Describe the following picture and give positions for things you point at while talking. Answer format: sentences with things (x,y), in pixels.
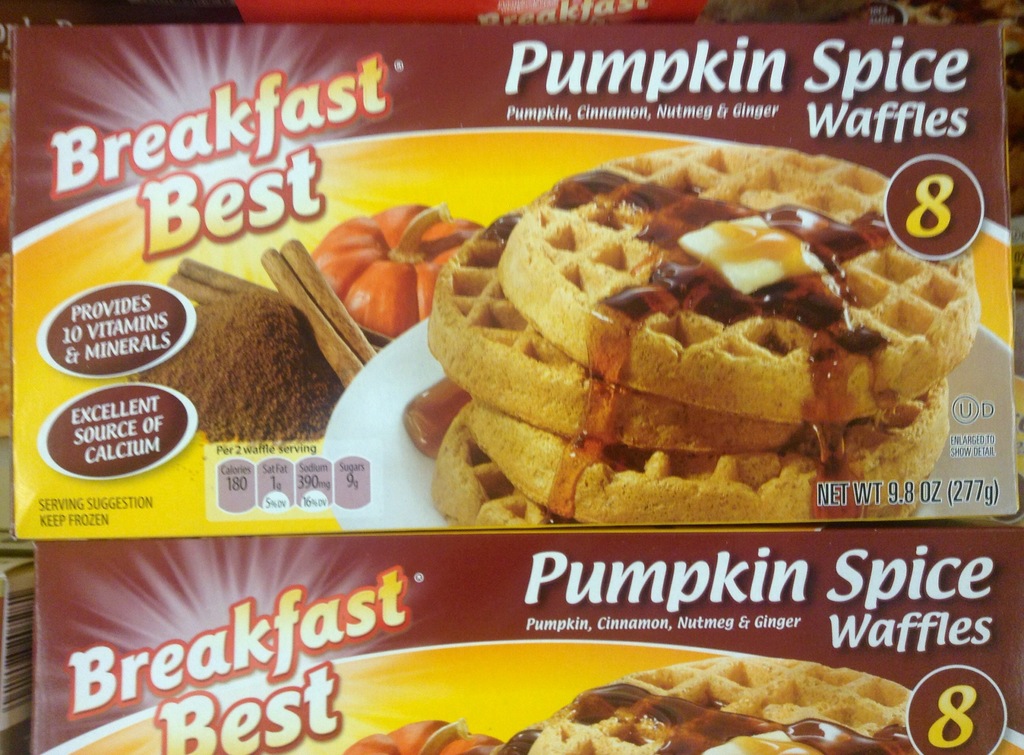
In this picture we can see two boxes (132,455), we can see pictures of food (755,471) and some text (663,76) present on these boxes (486,211).
